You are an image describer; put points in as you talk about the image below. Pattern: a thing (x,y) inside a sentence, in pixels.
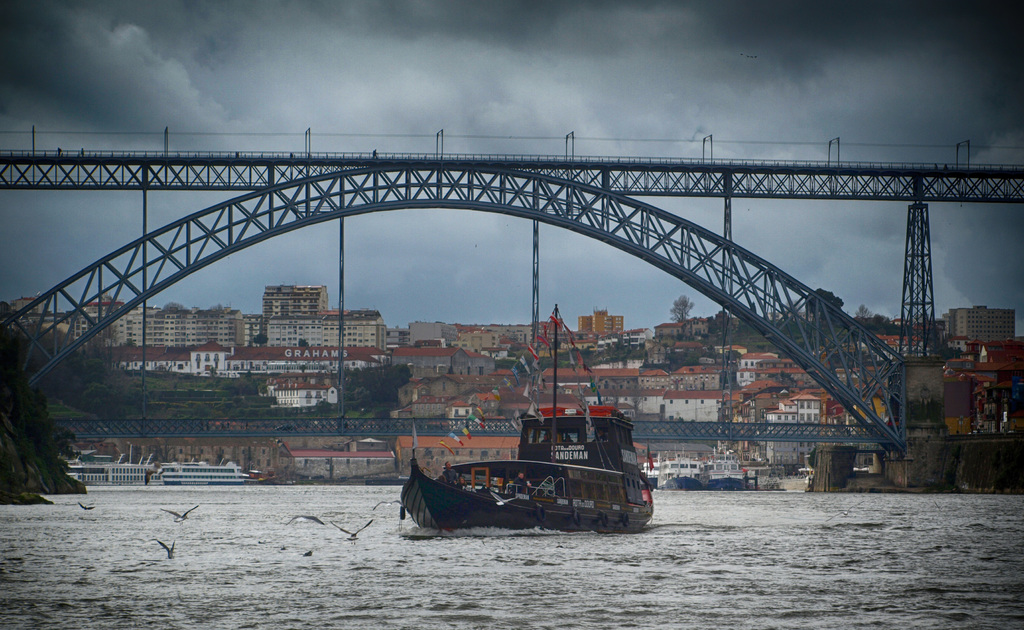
In the image in the center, we can see few birds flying and we can see one boat (529,502). In the background (418,286), we can see the sky (432,79), clouds (416,81), trees (824,295), buildings (355,334), water (590,552), boats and one bridge (278,227).
